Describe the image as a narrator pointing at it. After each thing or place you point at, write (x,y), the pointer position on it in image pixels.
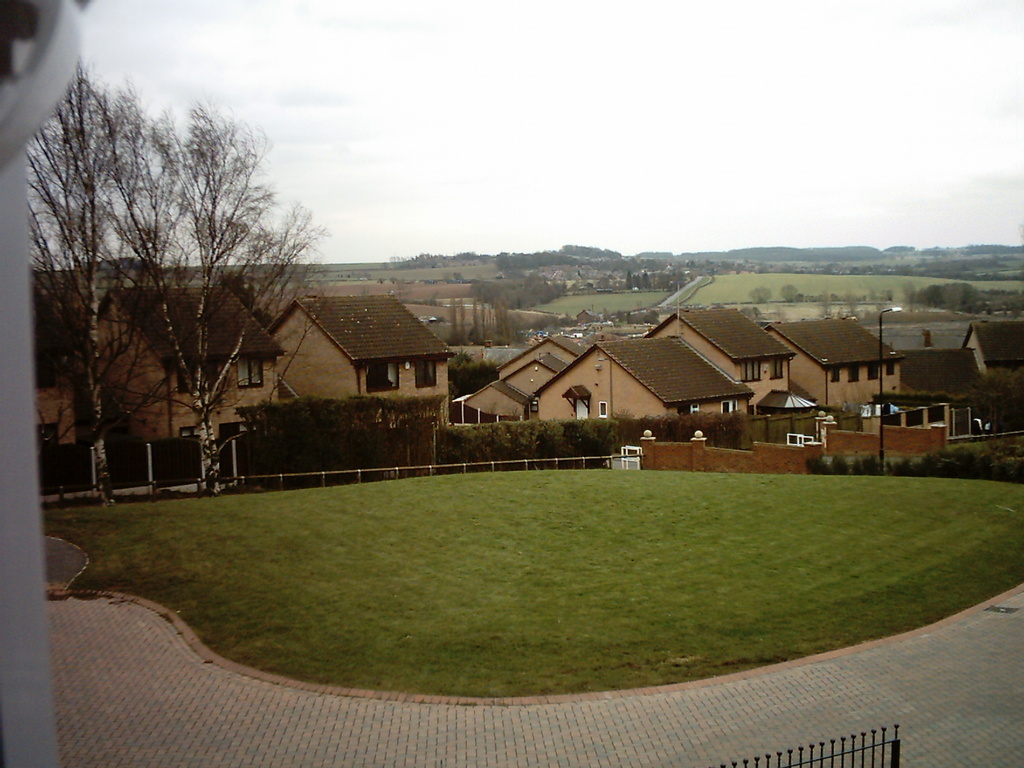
In the center of the image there is grass (575,637). There is a pavement (512,711). In the background of the image (783,390) there are houses (889,356). There are trees (507,284). At the top of the image (443,45) there is sky (480,132). To the left side of the image (140,237) there are dried trees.
